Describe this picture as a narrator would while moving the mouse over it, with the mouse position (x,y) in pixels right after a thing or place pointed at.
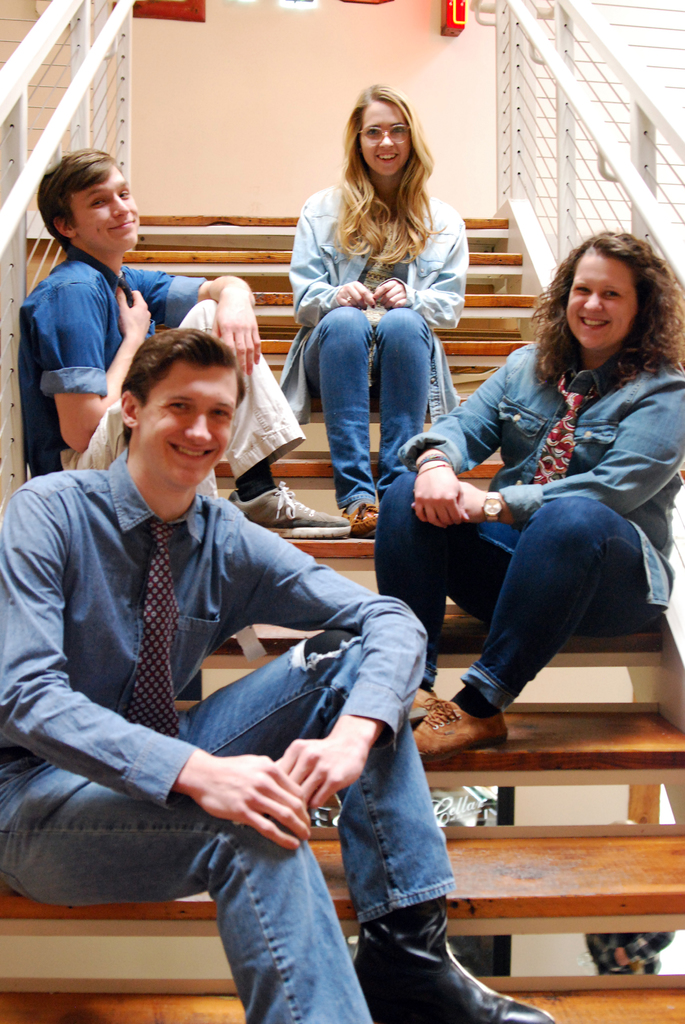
In this image, I can see two women (512,382) and two men (144,478) sitting on the stairs (482,913) and smiling. These are the staircase holders (560,104). These are the wooden stairs (564,869). This is the wall (313,55).
